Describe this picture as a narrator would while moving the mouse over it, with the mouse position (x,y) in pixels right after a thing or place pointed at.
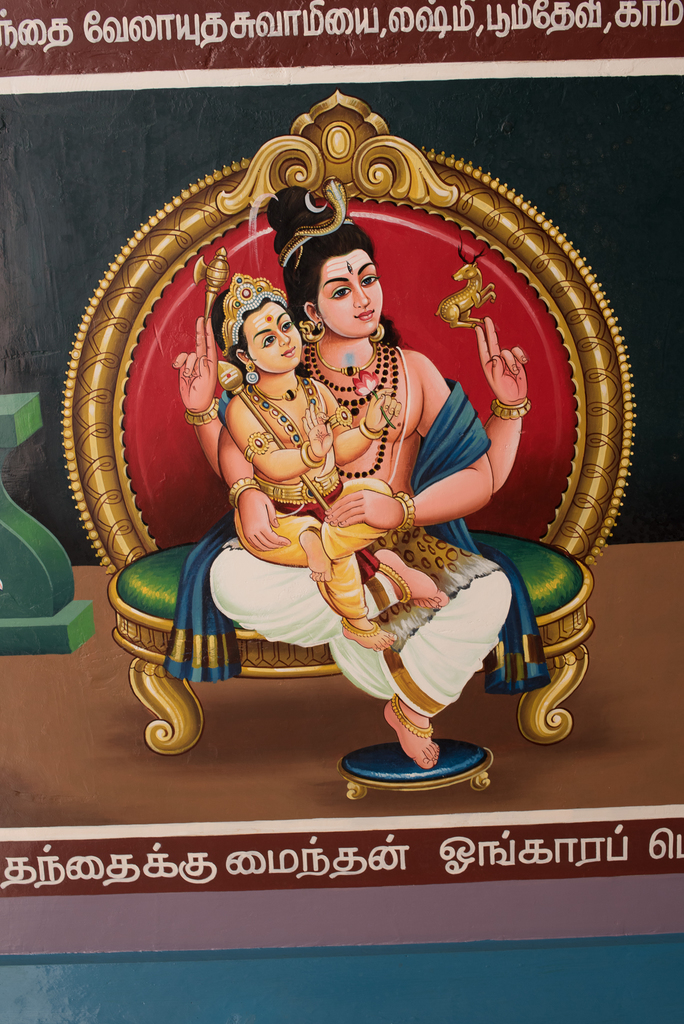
In this picture there is a poster (173,361) in the center of the image (235,367), in which there is a man (448,448) and a baby (287,316), they are sitting in the center of the image (260,364), on a chair (297,178).
